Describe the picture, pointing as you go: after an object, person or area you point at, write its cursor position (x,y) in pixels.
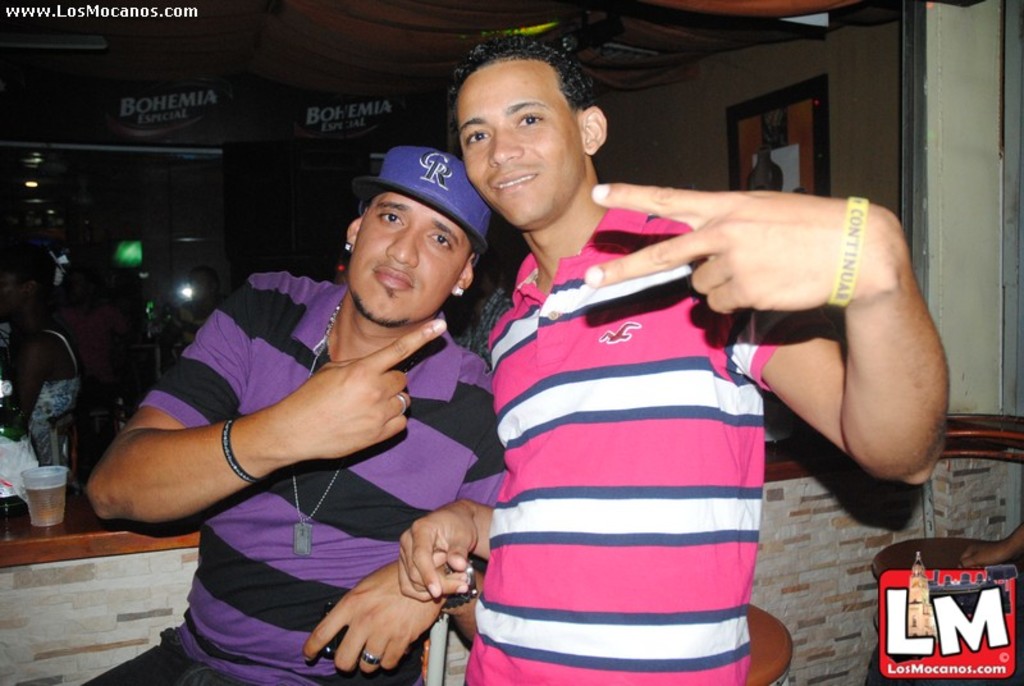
In the center of the image (608,401) we can see one person (679,366) is standing and one person (372,522) is sitting. And we can see they are smiling, which we can see on their faces (502,156). In the background (843,635) there is a wall (705,91), table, photo frame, glass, banners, lights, stools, few people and few other objects (153,302). In the bottom right side of the image (921,672), there is a logo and one human hand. On the top left side of the image (185,8), we can see some text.
